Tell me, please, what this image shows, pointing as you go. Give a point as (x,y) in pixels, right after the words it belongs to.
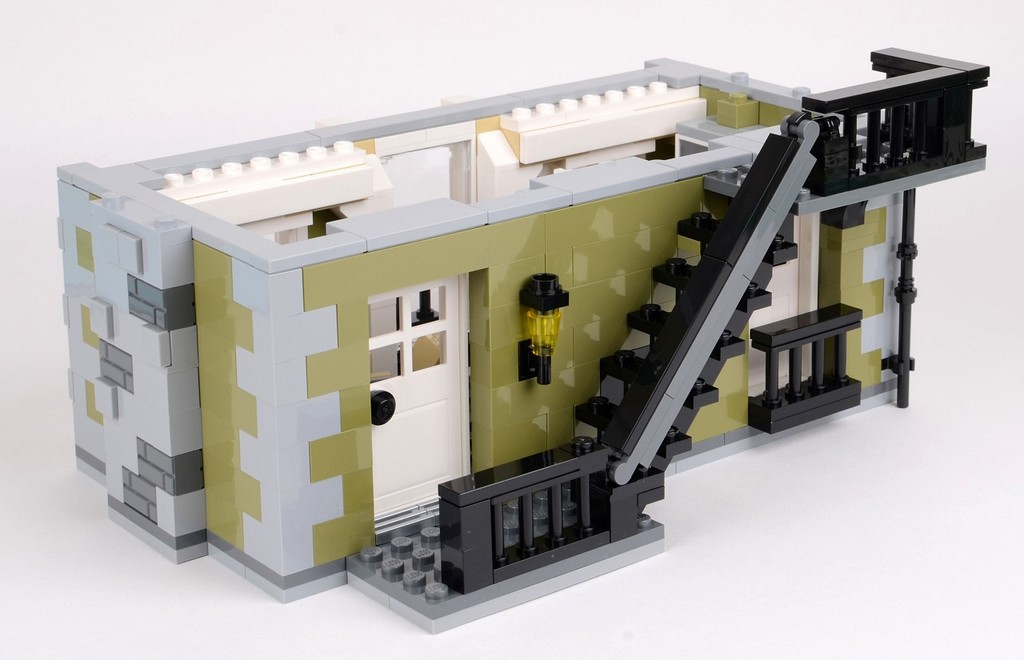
In this image there is a table (709,544) with a toy building (211,242) on it. It is built with a building blocks (327,255).
